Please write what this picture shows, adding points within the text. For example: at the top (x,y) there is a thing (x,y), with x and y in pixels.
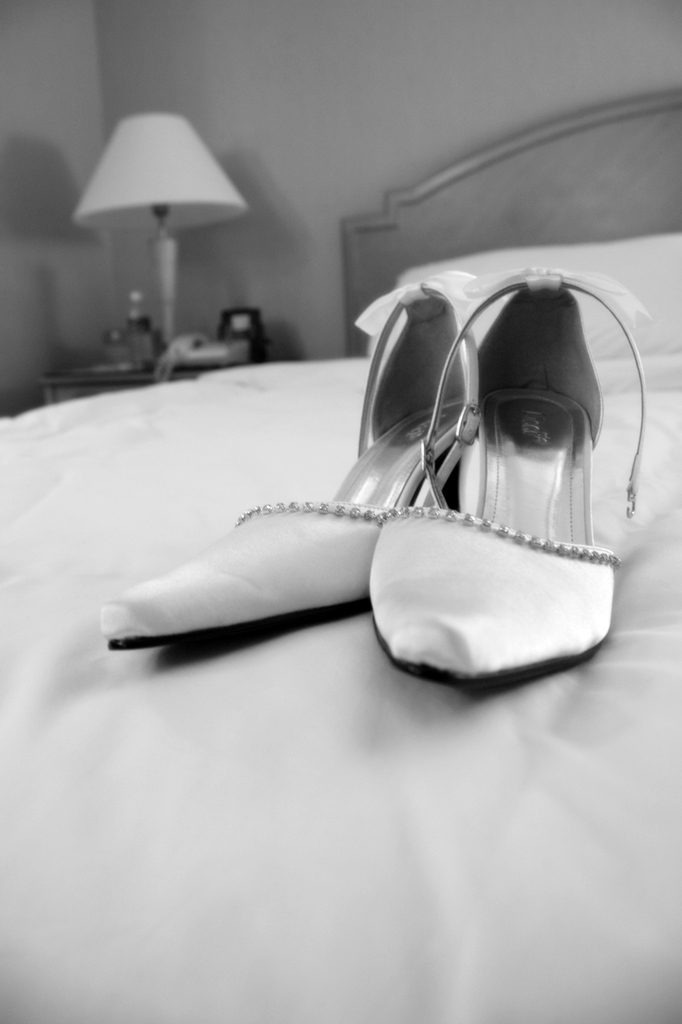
In this image I can see the footwear (392,496) on the bed (126,489). I can also see the pillow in the bed (370,788). To the left (187,355) there is a lamp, telephone (184,362) and some objects (152,347) on the table (121,376). In the background (268,88) I can see the wall (366,125) and this is black and white image.
